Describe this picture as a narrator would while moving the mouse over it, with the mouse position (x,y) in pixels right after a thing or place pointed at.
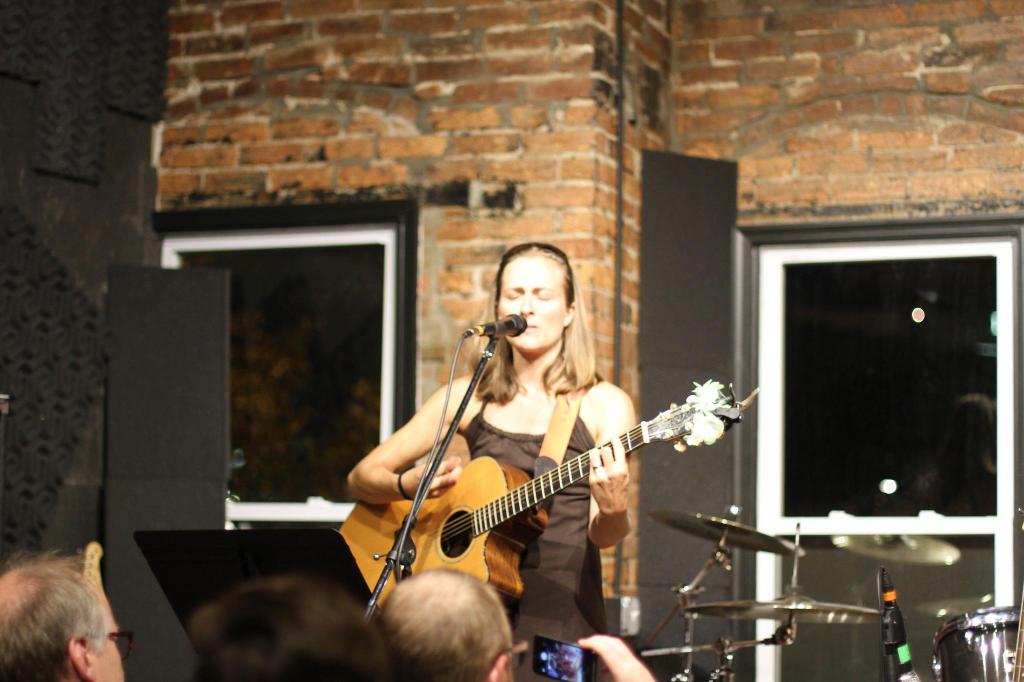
In this picture there is a person (525,673) standing and holding guitar (551,472). There is a microphone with stand (410,524). There are few persons (216,605). This person (482,632) holding mobile (559,655). On the background (587,143) we can see wall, window (745,589).
